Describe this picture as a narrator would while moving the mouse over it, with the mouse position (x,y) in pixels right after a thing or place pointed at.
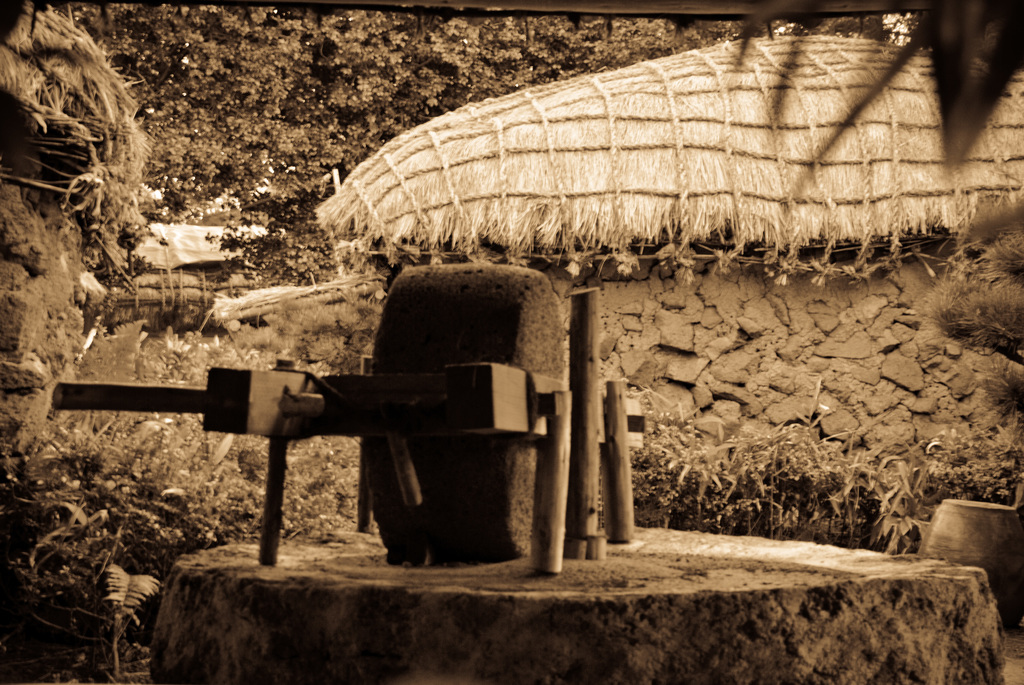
In the image we can see there is a stone wheel (499,329) kept on the wooden stand (512,402) and the object (505,520) is kept on the rock (591,571). Behind there are huts (732,282) and there are trees (335,133). The image is in black and white colour.
